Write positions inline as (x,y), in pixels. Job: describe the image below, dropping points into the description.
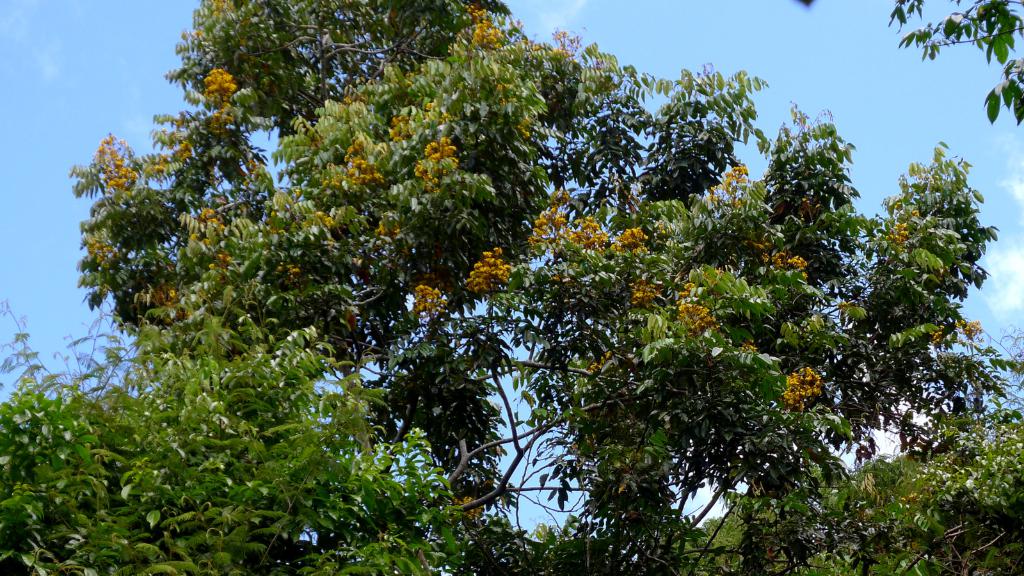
In this picture we can see trees (694,348) and in the background (516,407) we can see the sky (2,270).
